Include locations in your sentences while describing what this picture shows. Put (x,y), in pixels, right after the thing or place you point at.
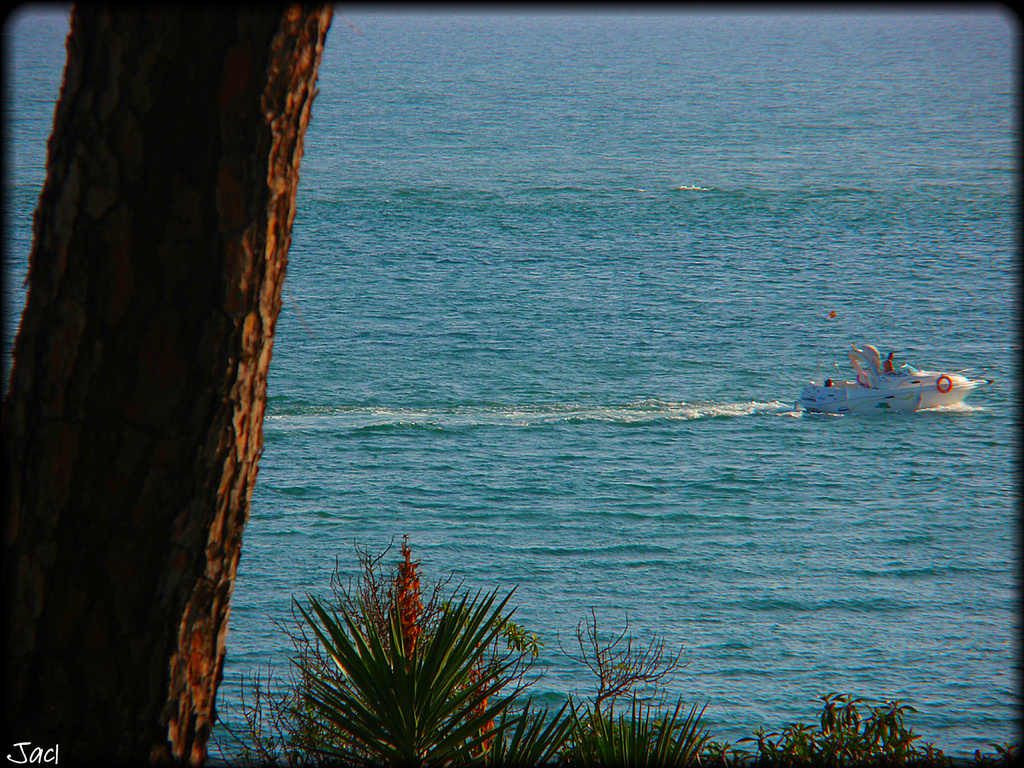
In the image we can see a boat (852,403) in the water (840,364), in the boat (884,372) there are people (887,360) sitting. Here we can see a tree trunk (153,454), leaves (429,691) and the sea (601,191). On the bottom left (30,746) we can see watermark (14,762).
